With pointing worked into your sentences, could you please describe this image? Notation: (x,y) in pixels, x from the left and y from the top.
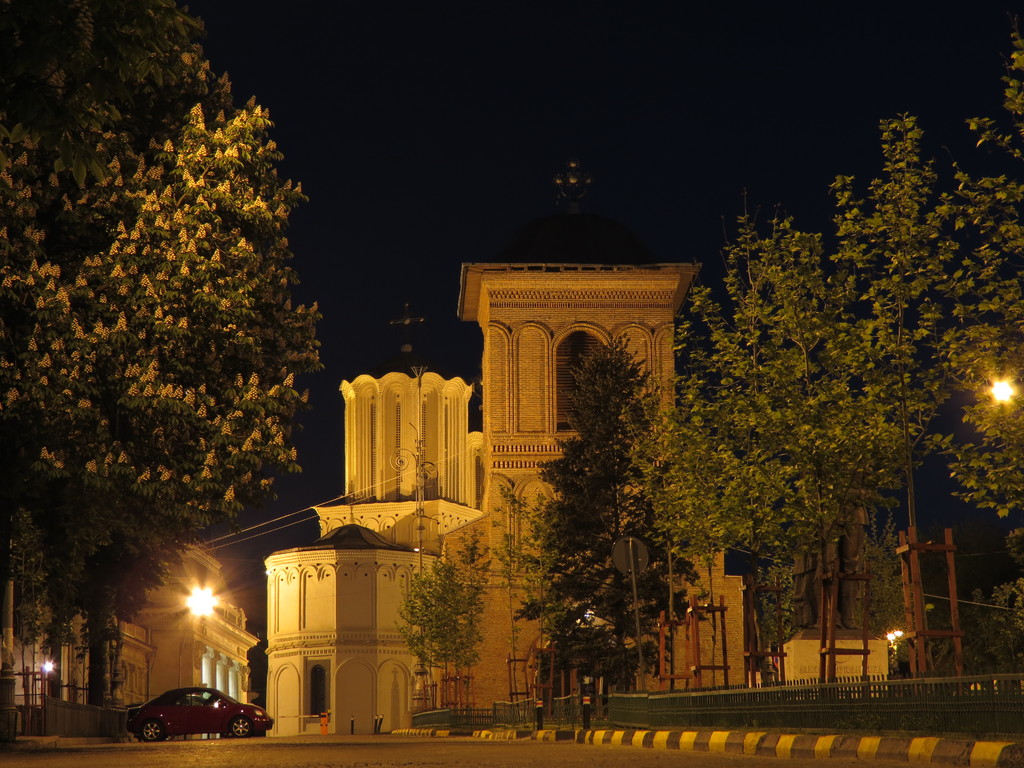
In this picture we can see a building (284,689) here, there is a car (225,712) here, on the right side (833,412) and left side (240,349) we can see trees (173,301), there is a light (211,592) here, at the right bottom (1022,678) we can see fencing (1008,703), there is the sky (603,72) at the top of the picture (596,80).
